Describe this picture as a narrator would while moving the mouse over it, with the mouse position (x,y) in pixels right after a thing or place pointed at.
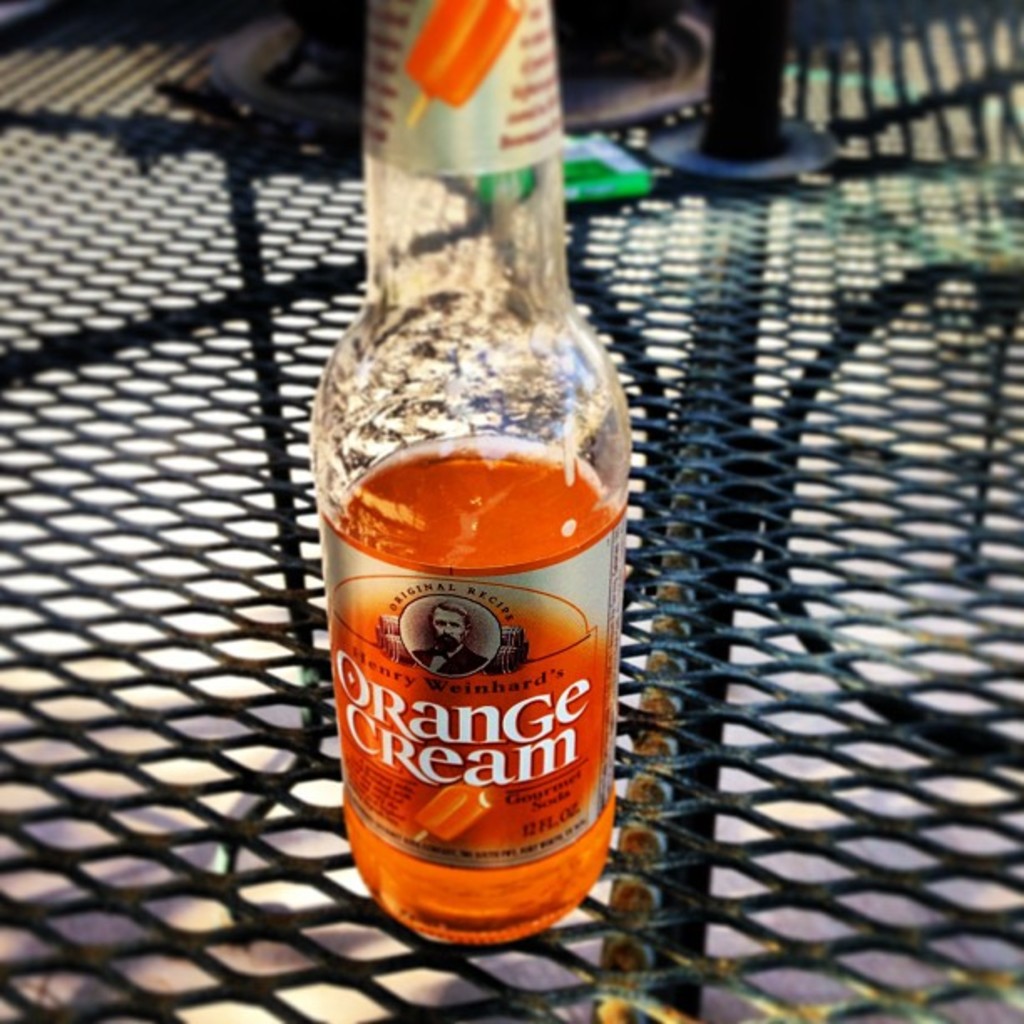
In this picture there is a bottle (426,666). A person's image (445,631) is visible on the bottle (447,635). An orange liquid (499,528) is visible in the bottle (348,760). This bottle (459,753) is placed on a grill (741,809).
